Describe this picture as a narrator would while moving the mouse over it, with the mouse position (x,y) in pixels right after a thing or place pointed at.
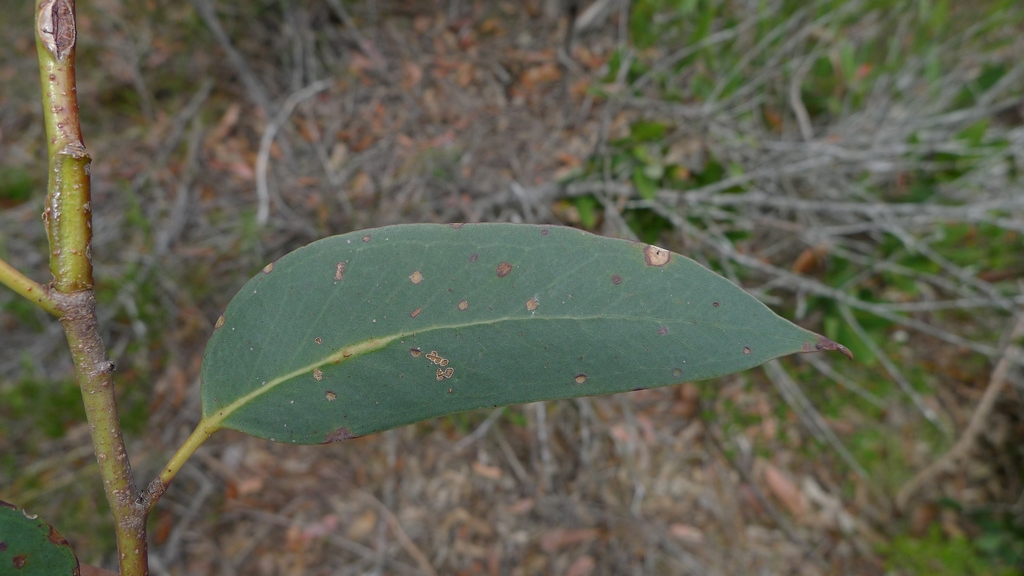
In this image there is a stem (118,487) with a leaf (351,379). At the bottom (688,386) there are so many wooden sticks (272,130) and dry leaves (469,92). On the leaf (423,318) there are spots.
